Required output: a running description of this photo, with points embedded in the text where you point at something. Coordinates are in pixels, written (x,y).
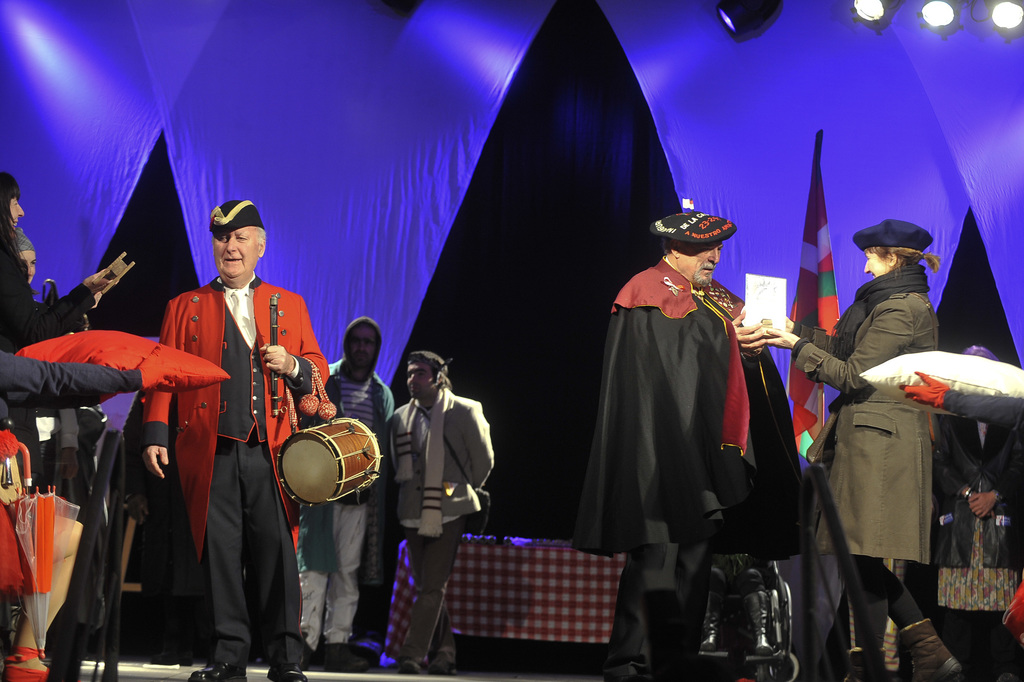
In this image there are many people (399,439). On the right (857,391) there is a woman (877,289) she is smiling she is holding a paper (760,309). On the left (259,350) there is a man (234,415) he wear red jacket (198,351), trouser (246,549), cap (235,214) and shoes (288,673) he is holding a drum (311,463). In the background (459,439) there are many people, lights (935,25), stage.
